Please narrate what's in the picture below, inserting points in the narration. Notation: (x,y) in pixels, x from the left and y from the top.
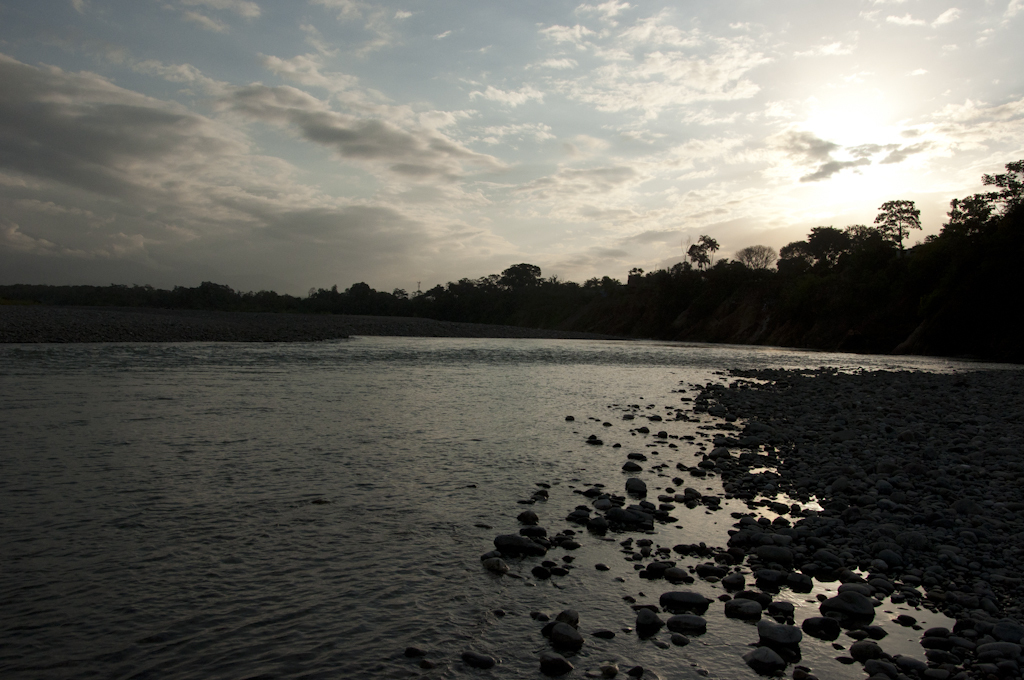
In this image we can see a large water body (530,469) and some stones (842,479). On the backside (668,287) we can see a group of trees (712,290) and the sky (589,143) which looks cloudy.
